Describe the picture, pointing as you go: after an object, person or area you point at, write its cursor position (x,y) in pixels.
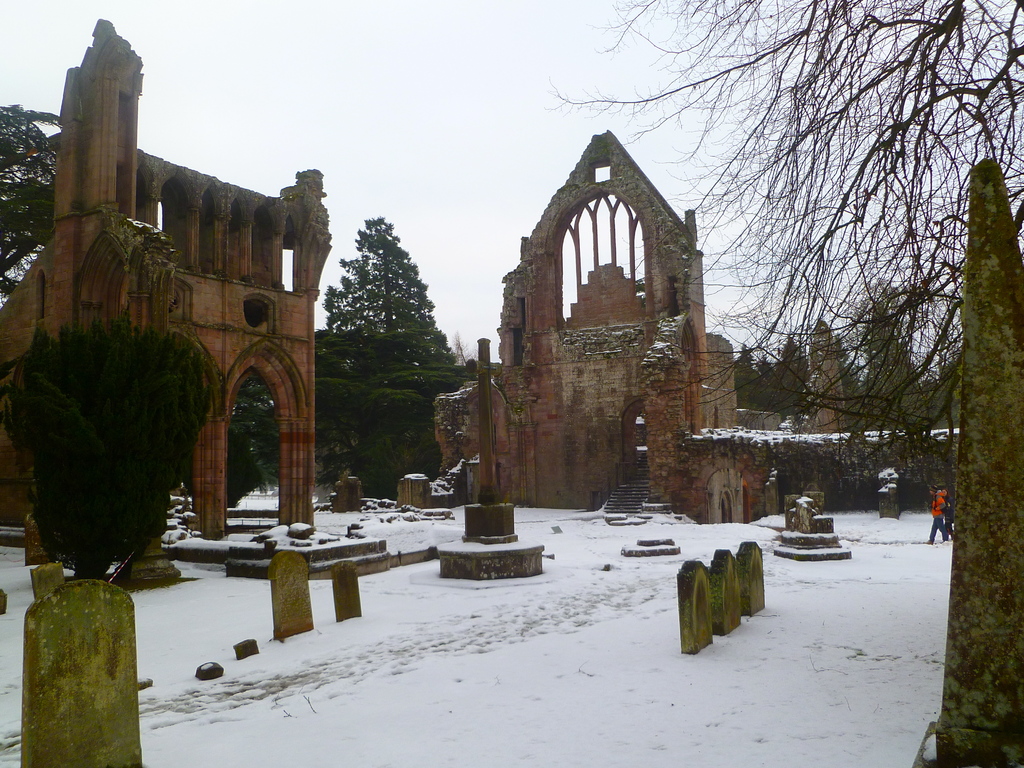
This image consists of snow (759,719) on the ground (673,675). It looks like a graveyard (432,576). In the front (231,226), there are walls (176,264). On the left (141,455) and right, there are trees (202,411). At the top (402,157), there is sky (389,125).
